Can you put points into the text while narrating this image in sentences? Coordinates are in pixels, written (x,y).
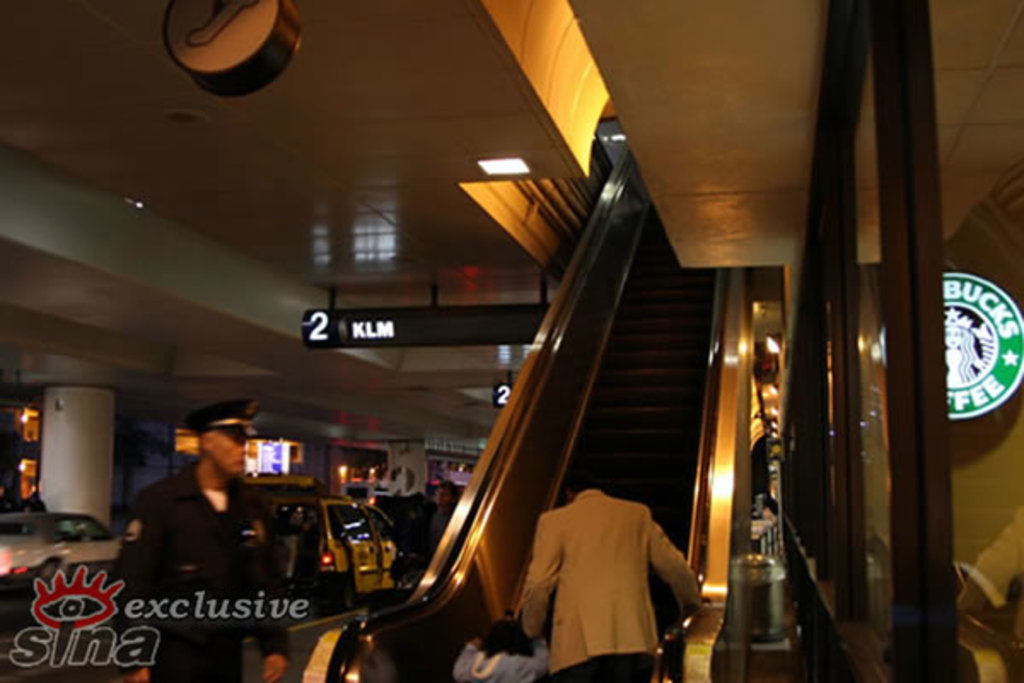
In this image we can see persons (540,527) on the escalator (639,437), information boards (508,334), motor vehicles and name boards (369,329).
